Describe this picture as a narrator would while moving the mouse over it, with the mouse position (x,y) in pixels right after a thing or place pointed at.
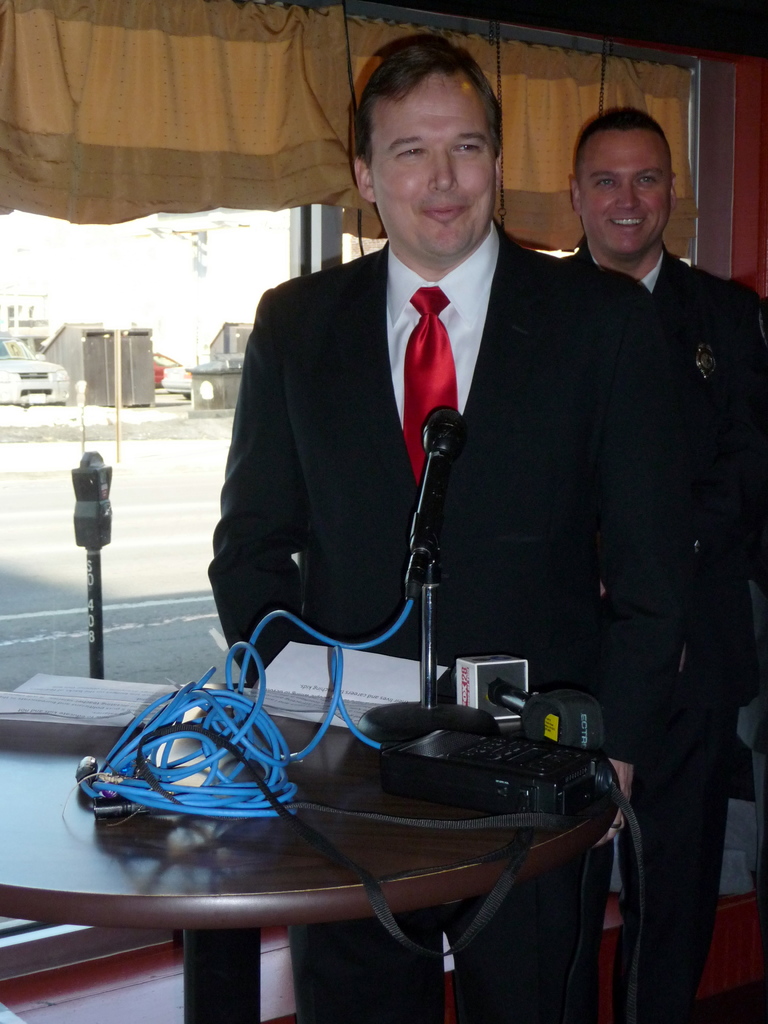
In the middle of this image (370,459), there is a person (293,299) in a suit (294,330), smiling and standing in front of a table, on which there are microphones (515,687), cables (215,701) and documents (6,701) arranged. Behind him, there is another person (662,194), smiling and standing. In the background (668,240), there is glass window (133,264) having a curtain (678,199). Through this window (68,315), we can see there are vehicles (48,371), poles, a road (40,642) and other objects (149,365).
